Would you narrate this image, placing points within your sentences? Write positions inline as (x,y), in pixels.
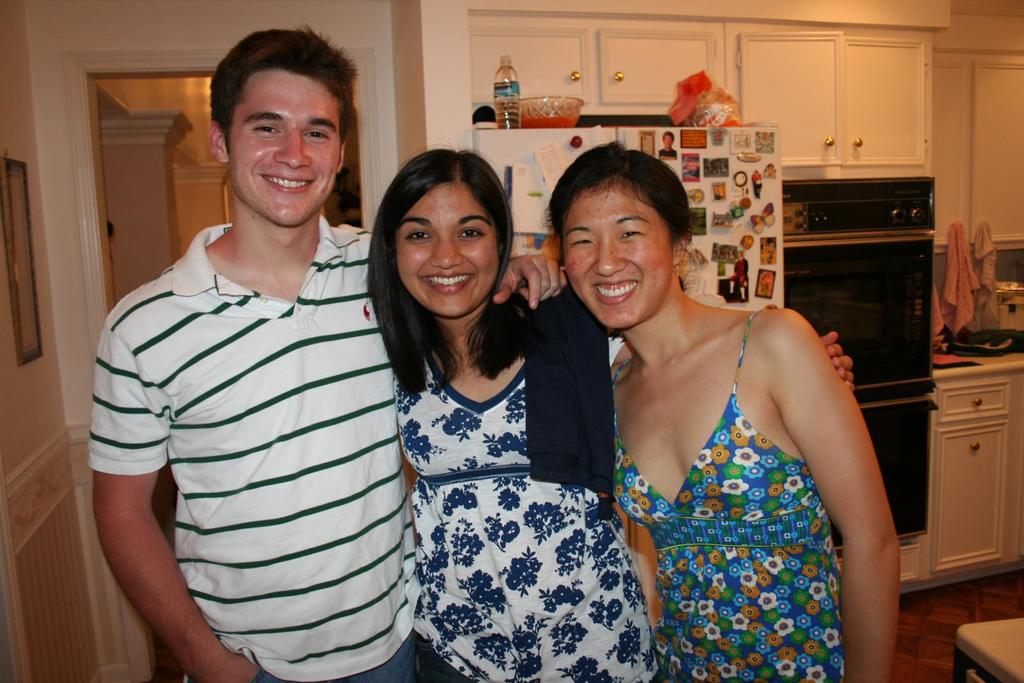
In the foreground of the picture (471,241) I can see three people (583,181) and there is a smile on their face (331,139). I can see a photo frame (8,237) on the wall (48,248) on the left side (12,198). I can see a refrigerator (585,136) and a microwave (846,219). I can see a glass bowl (529,100) and a water bottle (517,78) on the top of the refrigerator (537,138). I can see the wooden drawers (561,81) at the top of the picture (561,81).
